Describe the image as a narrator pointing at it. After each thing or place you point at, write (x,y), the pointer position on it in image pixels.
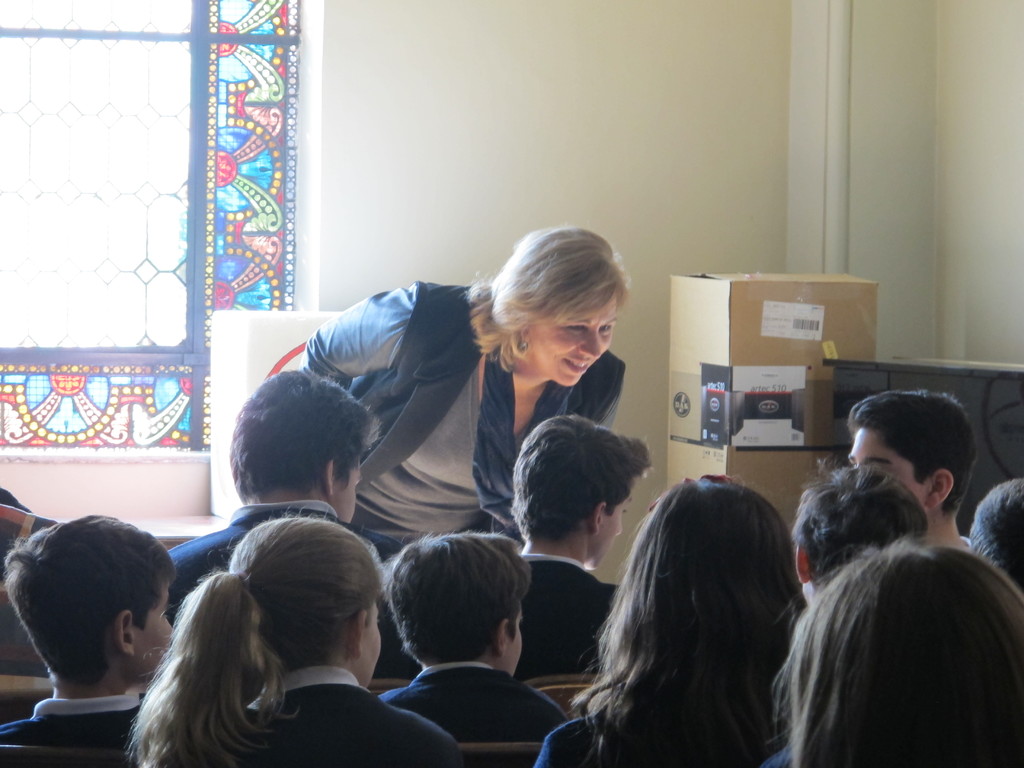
In this image we can see few people (314,556) sitting and a person (542,321) standing, there are boxes (779,303) and a wall (632,233) with window (157,287) in the background (648,207).
